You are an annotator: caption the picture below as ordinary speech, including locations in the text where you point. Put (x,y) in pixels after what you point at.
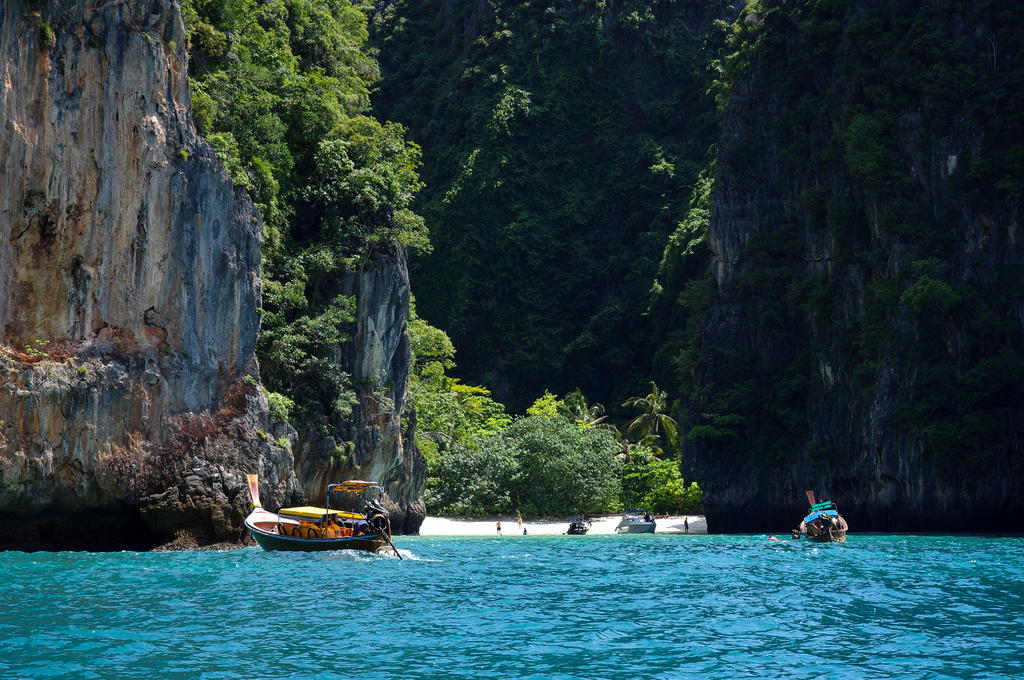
In the image we can see there are many trees (426,168) and a mountain (127,228). this is a boat (297,522) floating on water (342,617). Water (397,618) is in blue color. This is sand (462,527).
